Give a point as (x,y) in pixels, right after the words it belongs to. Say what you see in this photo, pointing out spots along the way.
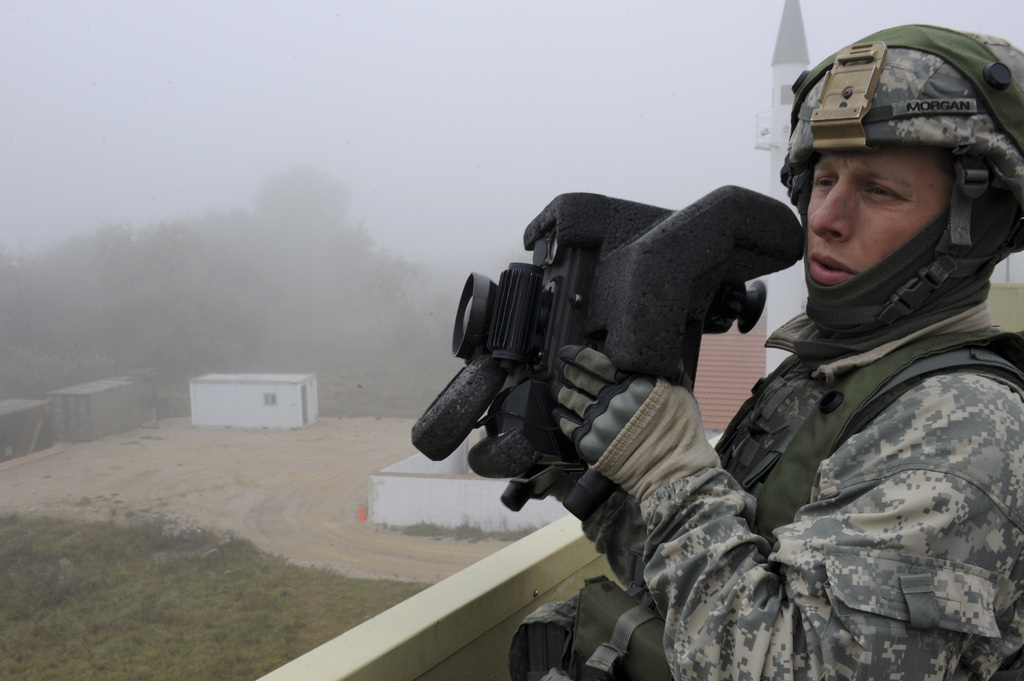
On the right corner of the image (942,130) there is a man (814,348) with a helmet (973,79) on the head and he wore gloves (599,391). He is holding an object (600,347) in the hand (612,394). Behind him there is a building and also there is a fencing wall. And on the ground (295,481) there is grass (63,672) and also there are few rooms (274,418). In the background (698,146) there are trees (51,294) and also there is fog (716,1).
